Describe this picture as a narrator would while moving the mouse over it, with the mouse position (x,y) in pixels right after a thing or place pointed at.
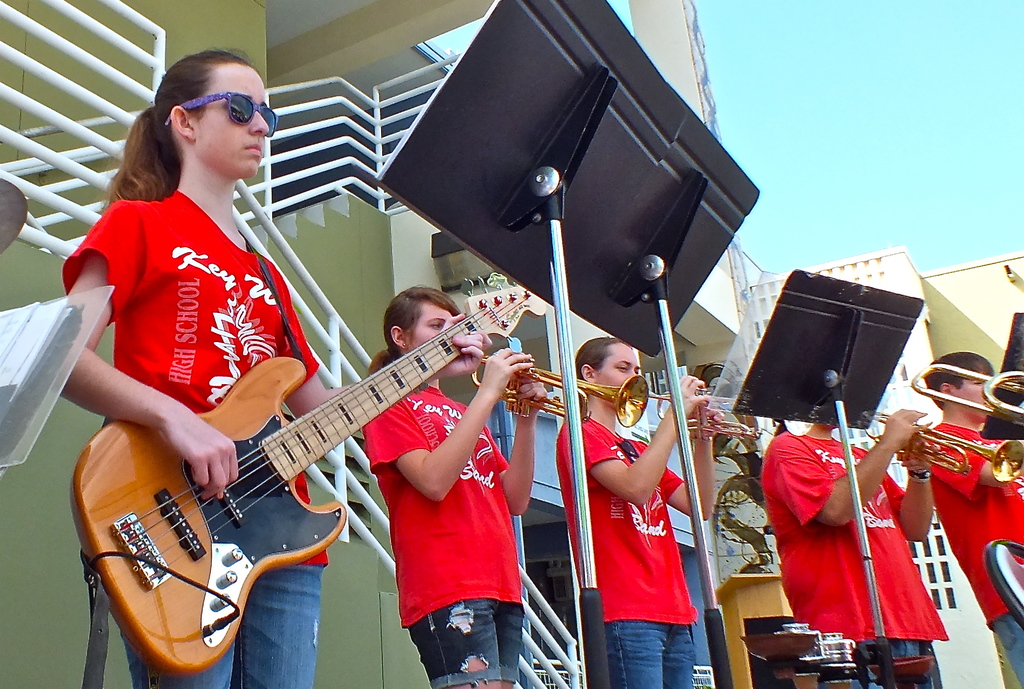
In this picture we can see group of people (882,469), in the left side of the given image woman (243,135) is playing guitar (264,385), and the rest of the people (658,483) are playing trumpet (927,434), in front of them we can find couple of stands (526,115), in the background (368,151) we can see couple of buildings (387,156).
